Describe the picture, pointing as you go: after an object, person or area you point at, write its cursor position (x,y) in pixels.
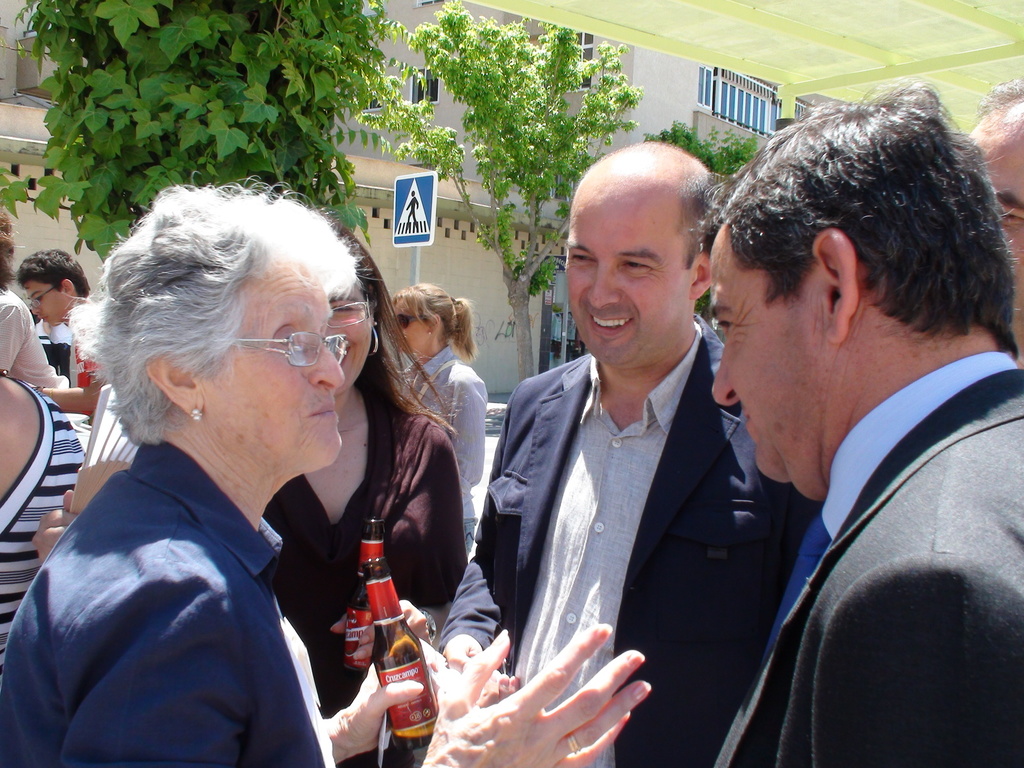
In this image we can see some people (650,435) standing. In that two women (426,549) are holding bottles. On the backside (412,208) we can see a roof (817,73), plants (326,150), signboard (407,244) to a pole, trees (522,288) and a building (443,257) with windows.
